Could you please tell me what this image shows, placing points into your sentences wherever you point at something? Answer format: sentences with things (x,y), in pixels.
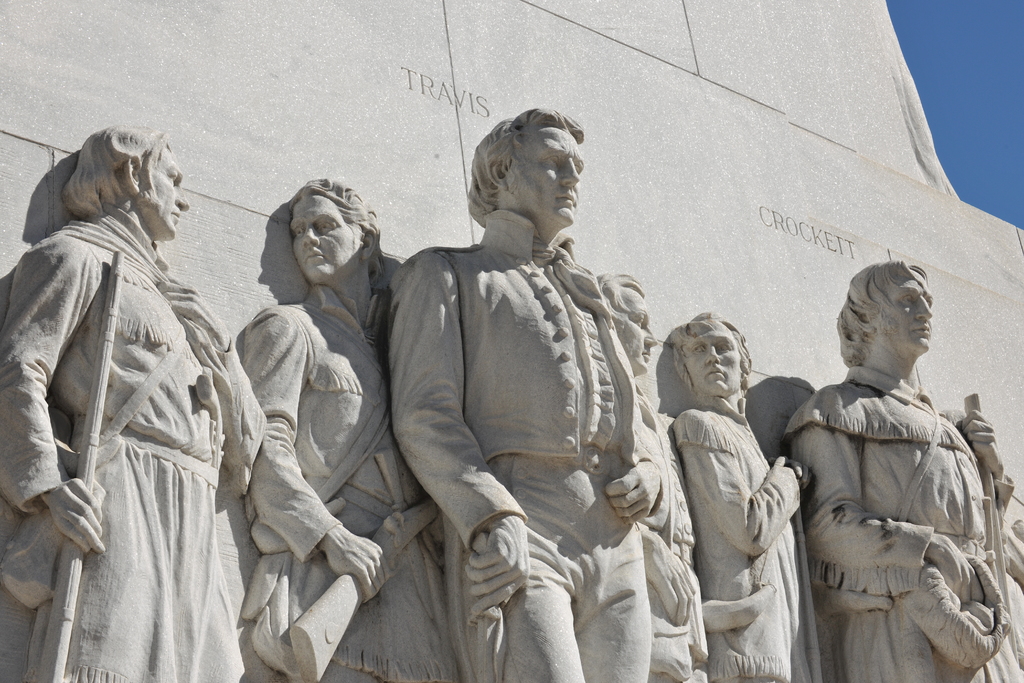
In this image we can see some statues (834,558). At the top of the image (706,39) we can see the wall (785,58) and the sky (912,44).
